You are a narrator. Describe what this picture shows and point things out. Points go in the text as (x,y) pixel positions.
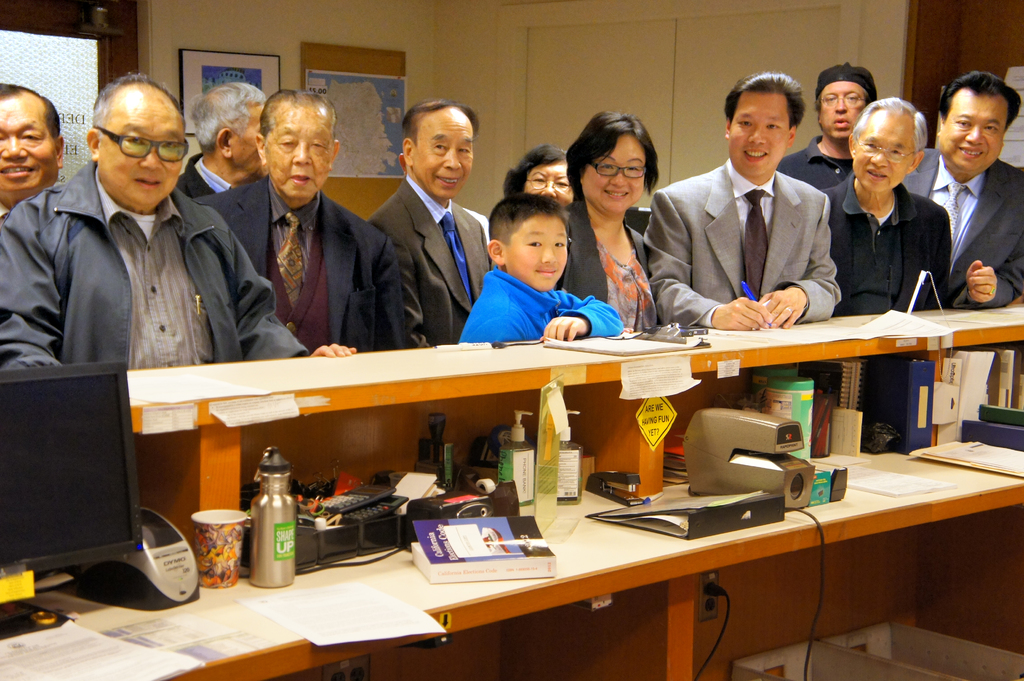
In this image i can see a group of people (404,234) are standing in front of a desk (617,364). On the table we have a monitor (30,511) a bottle (286,558) and other objects (516,500) on it.
